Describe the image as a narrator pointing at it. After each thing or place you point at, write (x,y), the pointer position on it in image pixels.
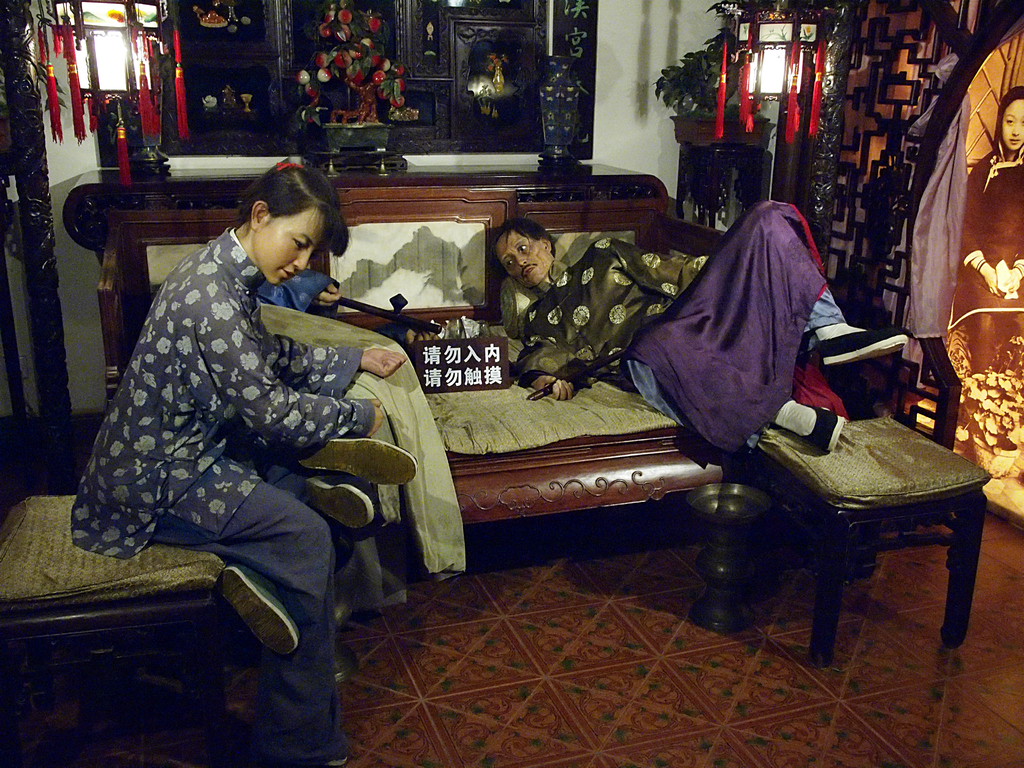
In this image there are people (549,276) lying on a couch (575,408). At the left side (143,428) the person (161,480) is sitting on the stool (108,573). At the background (720,83) we can see a light (787,62) and the cloth (922,254). At the background (353,89) we can see a decorative rack (284,26).
